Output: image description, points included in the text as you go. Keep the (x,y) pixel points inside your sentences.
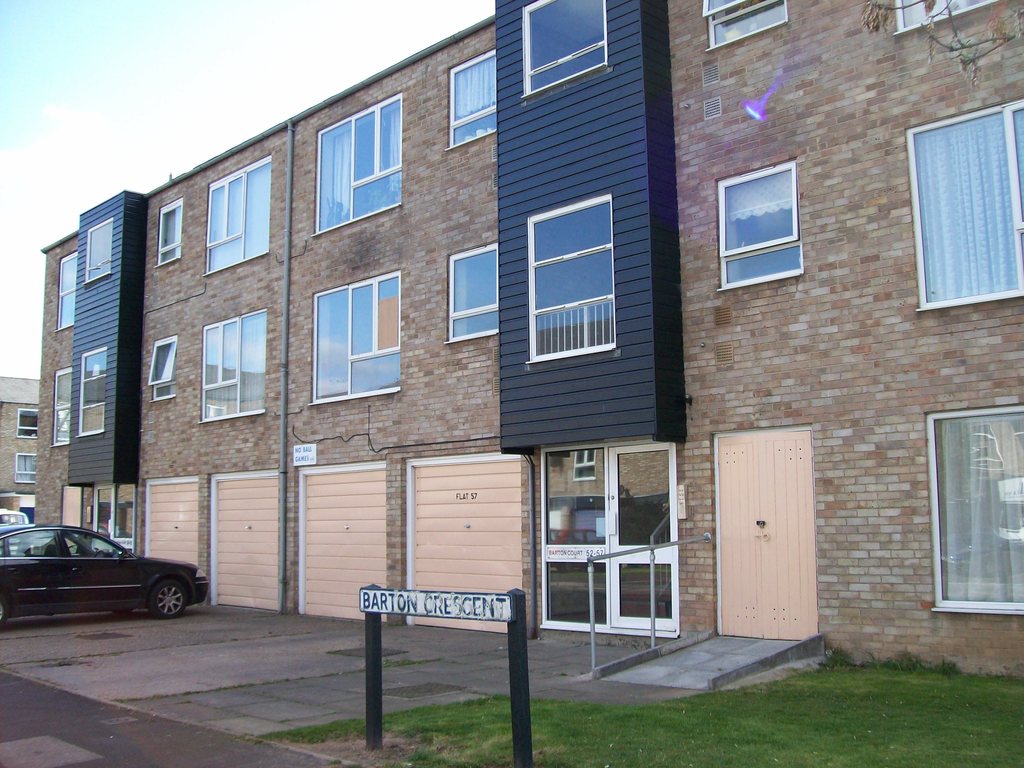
In this image we can see building (493,294), windows (348,287), door (510,519), cars (65,560), grass (727,717), road (80,727). In the background (57,154) there is sky (165,107).
